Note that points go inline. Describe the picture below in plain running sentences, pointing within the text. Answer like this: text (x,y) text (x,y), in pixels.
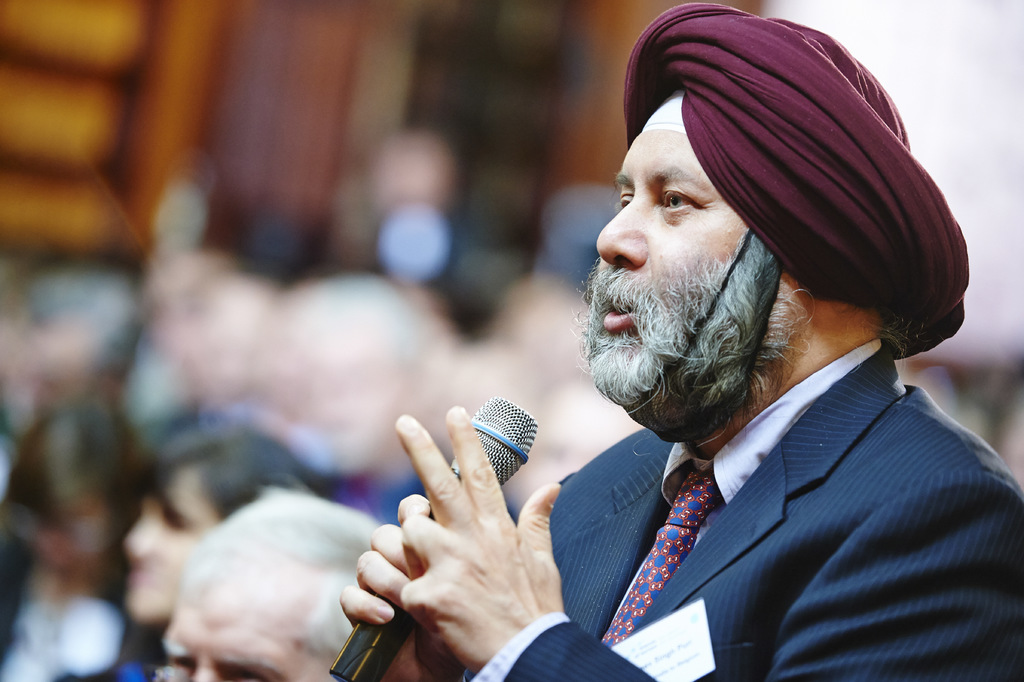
In this image there is a person (789,572) wearing blue color suit (808,546) holding a microphone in his hand (468,447).
